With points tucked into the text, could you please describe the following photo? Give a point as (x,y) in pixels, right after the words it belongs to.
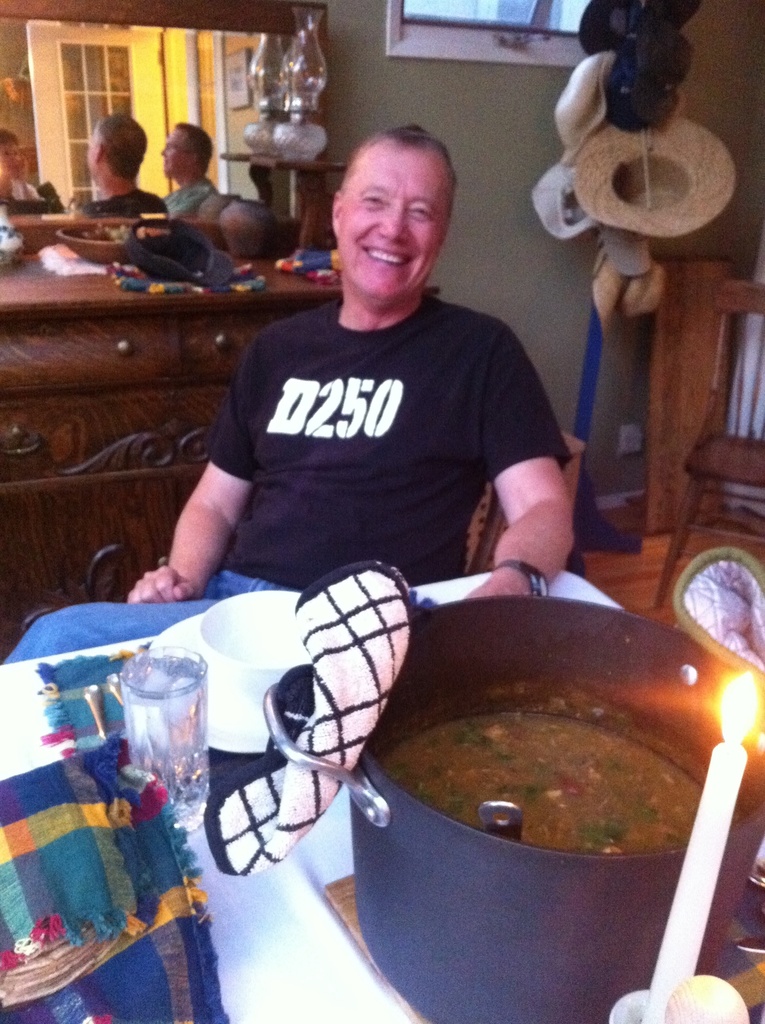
in this image i can see a candle (703,827), a bowl (246,634), a napkin (213,979), glass (162,734) on the table (217,942). behind that there is a man (388,466) in black t shirt (377,467) smiling. behind him there is a table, a mirror (152,91). and at the right (574,117) there are many hats (588,117).
